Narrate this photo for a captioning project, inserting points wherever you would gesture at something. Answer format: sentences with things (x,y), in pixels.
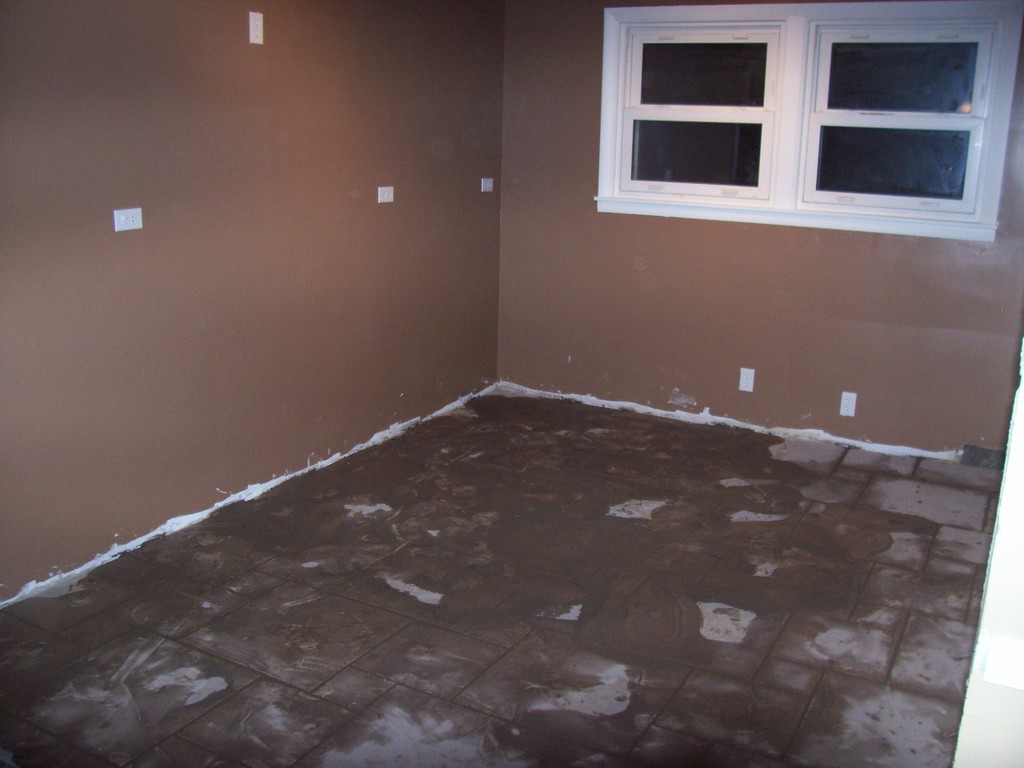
A picture of a room (787,458). In this room (95,467) we can see floor (522,474), walls (552,272) and windows (780,135).
